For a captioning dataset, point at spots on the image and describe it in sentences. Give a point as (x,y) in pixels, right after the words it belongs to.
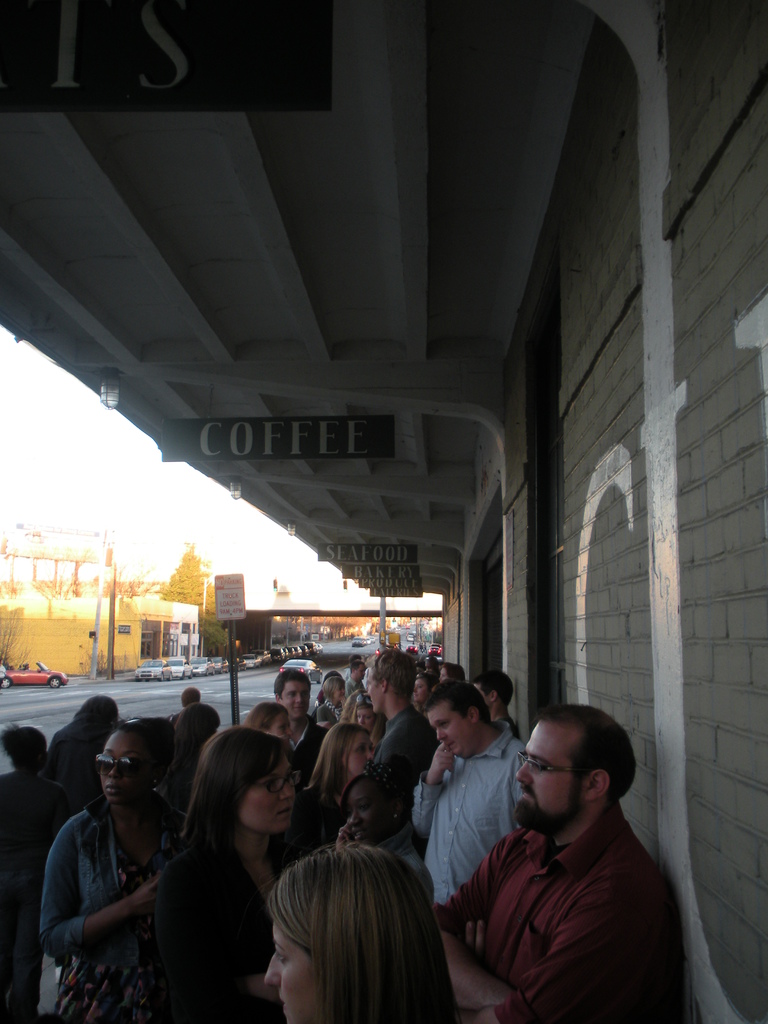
In the image there are many people (317,787) standing in the foreground (416,757), on the right side (521,557) there is a wall (628,478) and there is a roof (236,220) above them, there are some boards (277,443) attached to the roof (244,413) and in the background (220,668) there is a sign board (218,579), vehicles (212,660) and trees (183,582).
